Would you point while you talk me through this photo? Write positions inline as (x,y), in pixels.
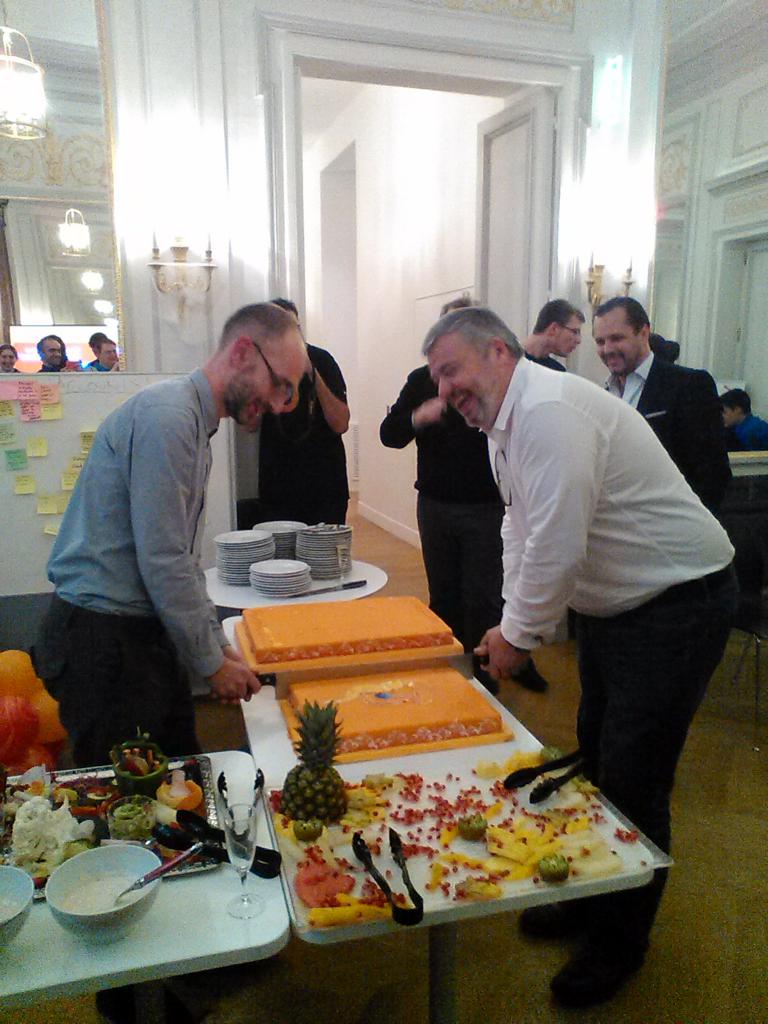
There are two man (174,524) standing in front of each other and there is a table (444,907) in between them on which some food items (493,845) and the cakes (357,640) were placed. There are some plates (267,592) and some of them standing in the background (622,373). We can observe a white board (101,380), lights (186,264) and a wall (191,39) here.
